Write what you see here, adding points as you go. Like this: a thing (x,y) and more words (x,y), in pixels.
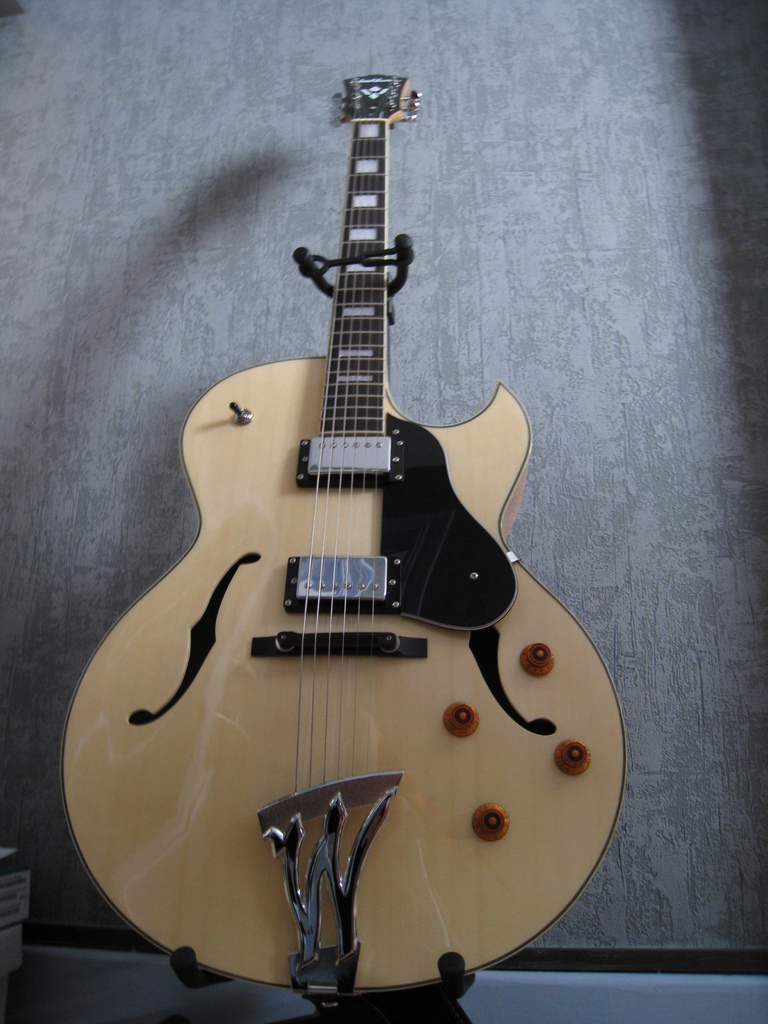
In this image there is a guitar (409,818). It has six strings (318,717) and four knobs (503,812).
